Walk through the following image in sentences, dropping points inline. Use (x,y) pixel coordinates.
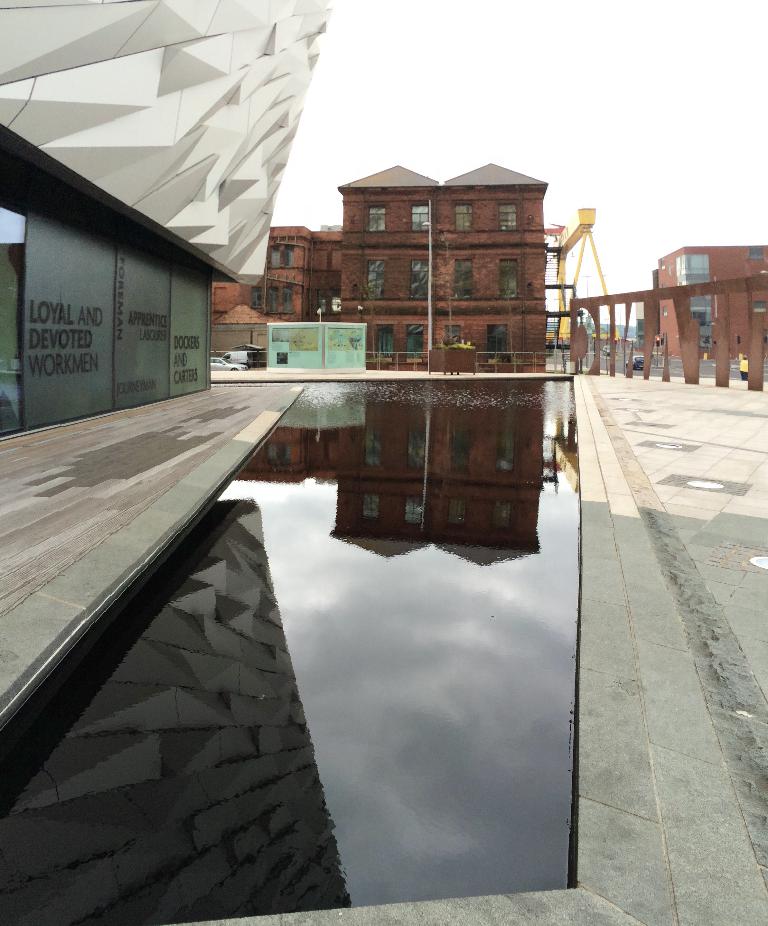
This is an outside view. Here I can see the water (365,615) on the ground (650,638). In the background (280,298) there are many buildings (383,283), few vehicles (227,363) on the road (617,363) and also I can see a crane (589,234). At the top (578,76), I can see the sky (508,84).
